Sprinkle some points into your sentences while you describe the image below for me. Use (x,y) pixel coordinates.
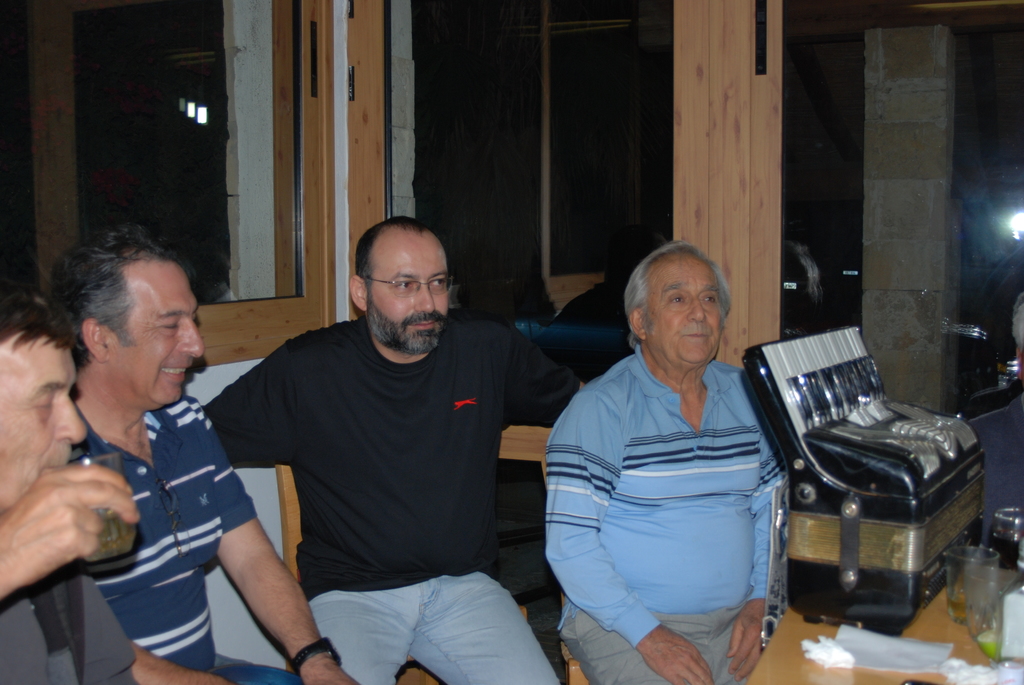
In this image we can see the people (348,528) sitting on the chairs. We can also see the table (896,671) and on the table (933,641) we can see the tissues (969,684), glasses (955,585) and also an object (861,466). In the background (6,264) we can see the glass windows (530,158). We can also see the lights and also the pillar (899,293).
